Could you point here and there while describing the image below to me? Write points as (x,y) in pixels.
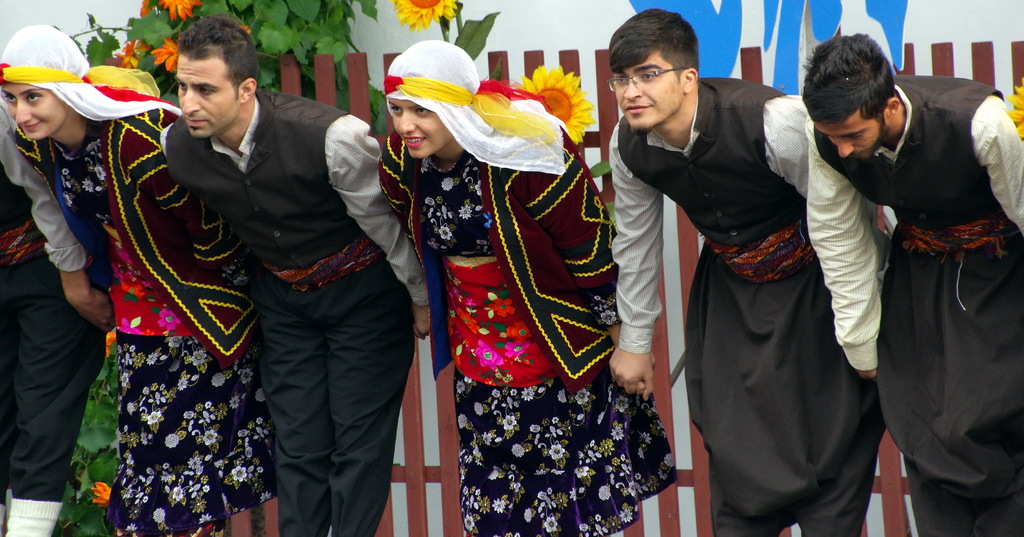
In the image we can see there are people (309,257) standing, wearing clothes (323,290) and some of them are smiling. Behind them, we can see fence (570,67), leaves (322,38), flowers (446,21) and the poster (568,15). The right side man (766,237) is wearing spectacles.
